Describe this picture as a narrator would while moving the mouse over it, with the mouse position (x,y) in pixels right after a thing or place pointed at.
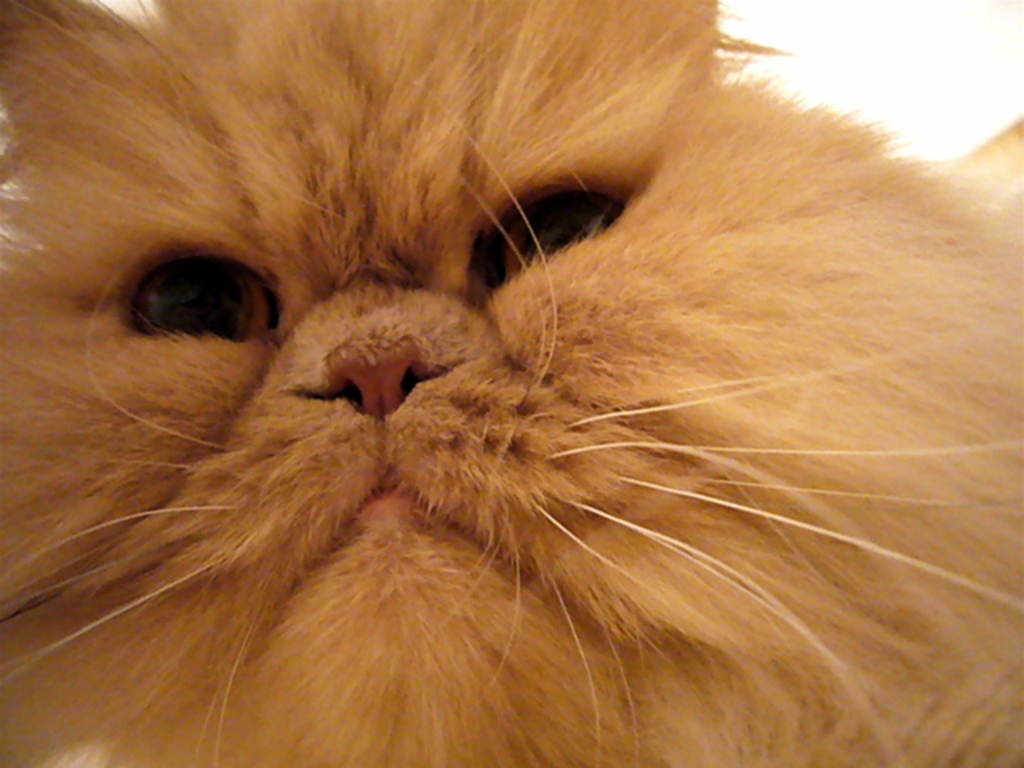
In this image we can see the face (507,410) of a cat (421,475).
